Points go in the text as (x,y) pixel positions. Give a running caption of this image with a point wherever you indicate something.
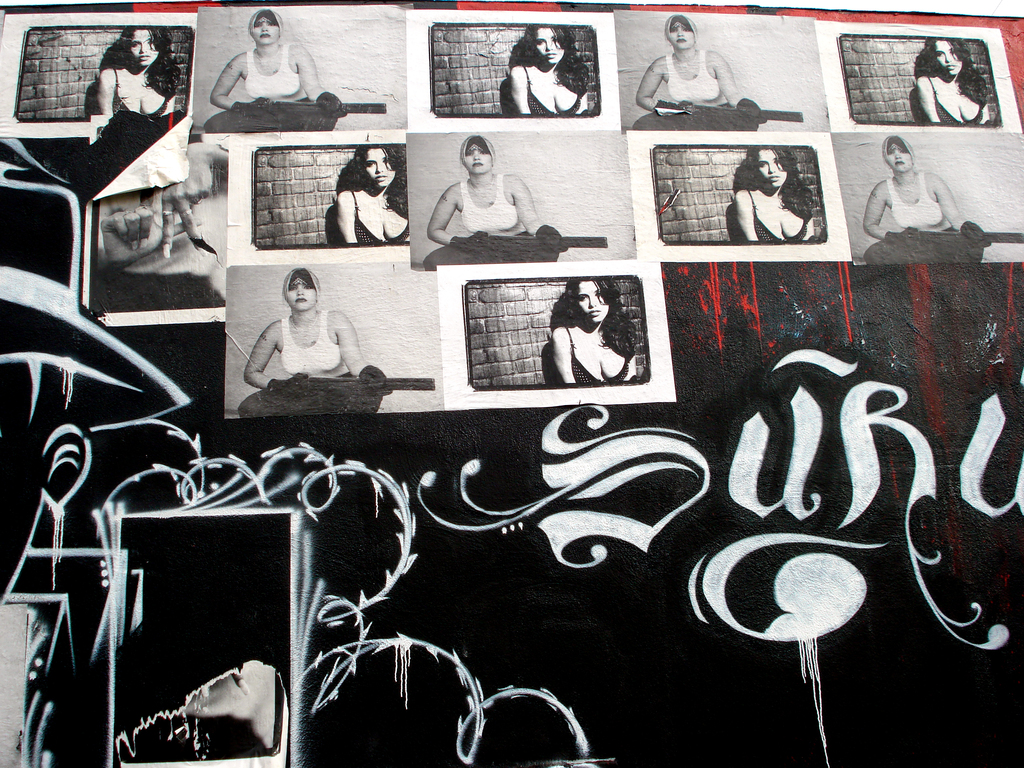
In the center of the image (458,289) there is a wall (561,438) and we can see graffiti (538,524) on it. There are photos (391,299) placed on the wall (775,365).
